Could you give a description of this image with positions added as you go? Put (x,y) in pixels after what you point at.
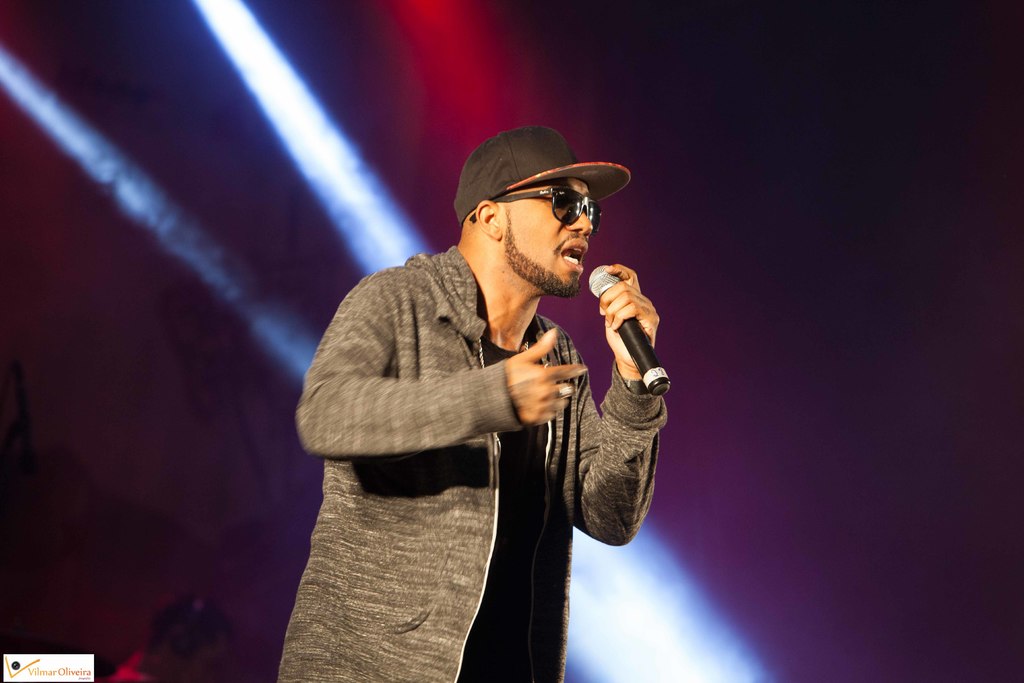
this picture shows a man (635,501) speaking with the help of a microphone (639,366) and he wore a cap (511,132) on his head (503,237) and sunglasses (559,192) on his face (523,228).
